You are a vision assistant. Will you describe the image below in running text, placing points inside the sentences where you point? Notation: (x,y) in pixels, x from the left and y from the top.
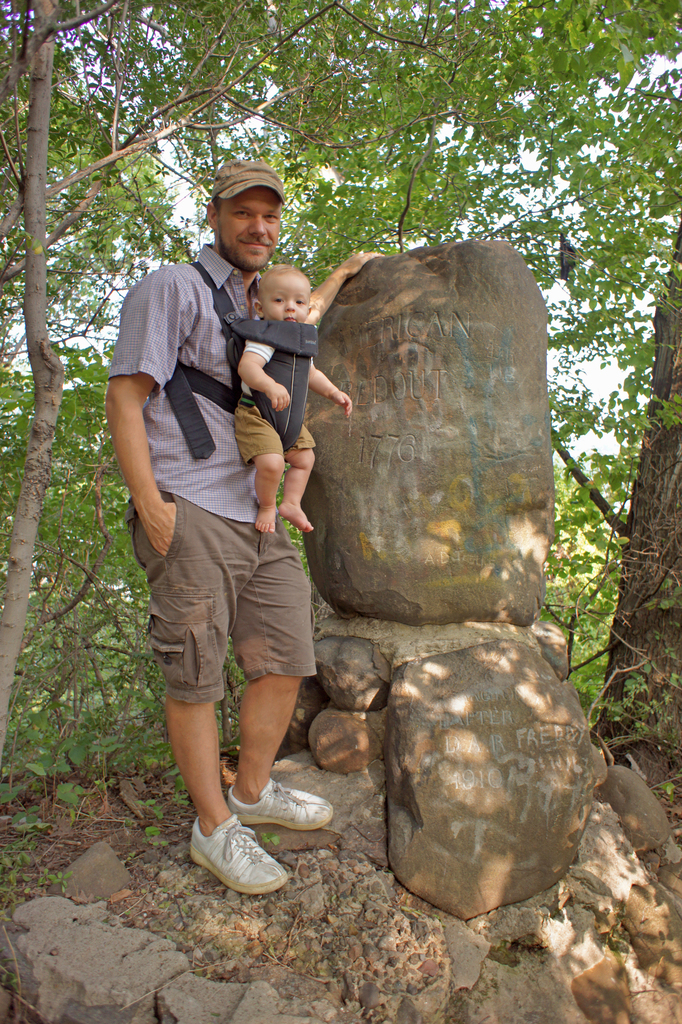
On the left side (192,553) a man (260,705) is standing by holding a baby (280,392), he wore a shirt (200,465), short (167,636). These are the trees (422,212).
